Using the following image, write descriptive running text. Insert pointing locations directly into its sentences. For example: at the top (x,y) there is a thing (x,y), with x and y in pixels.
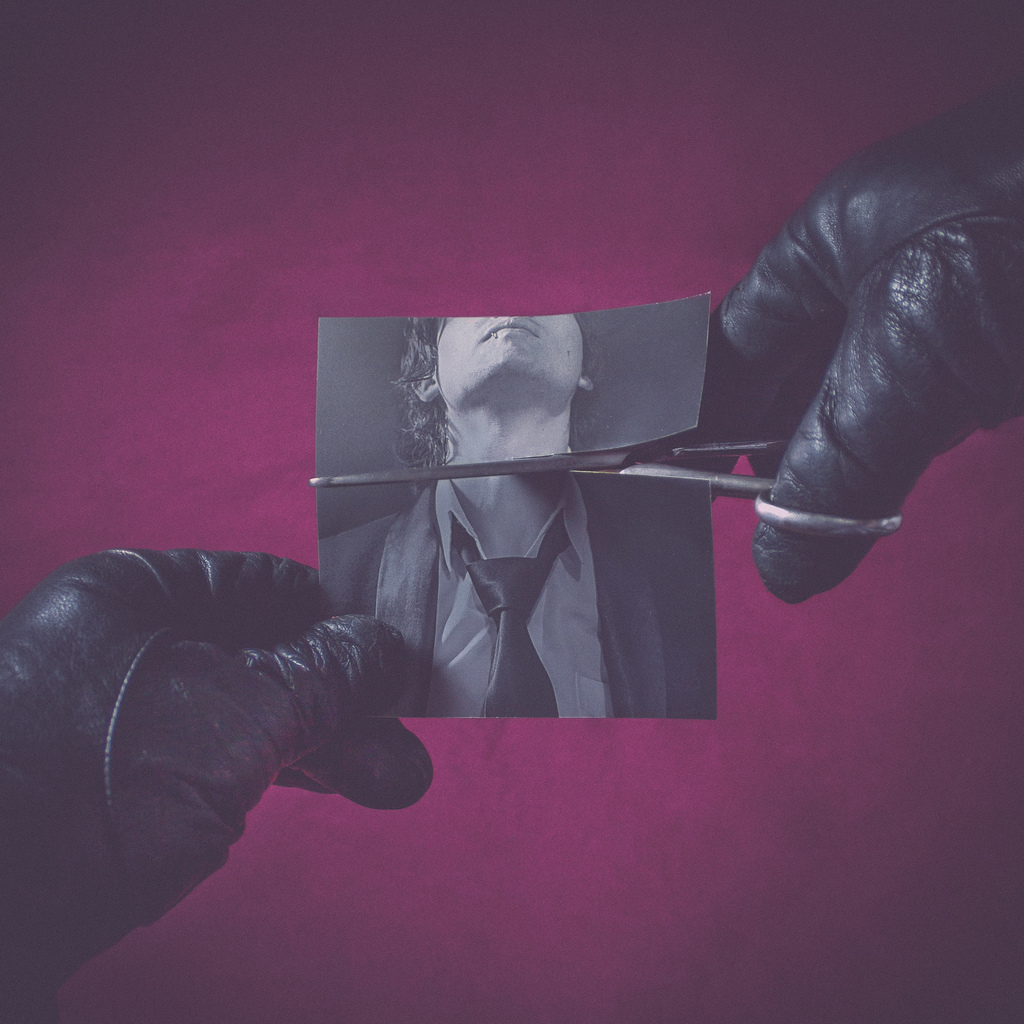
In the image in the center (431,346), we can see human hands (781,385) holding a scissor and photo (579,626). In the photo (565,628), we can see one person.
